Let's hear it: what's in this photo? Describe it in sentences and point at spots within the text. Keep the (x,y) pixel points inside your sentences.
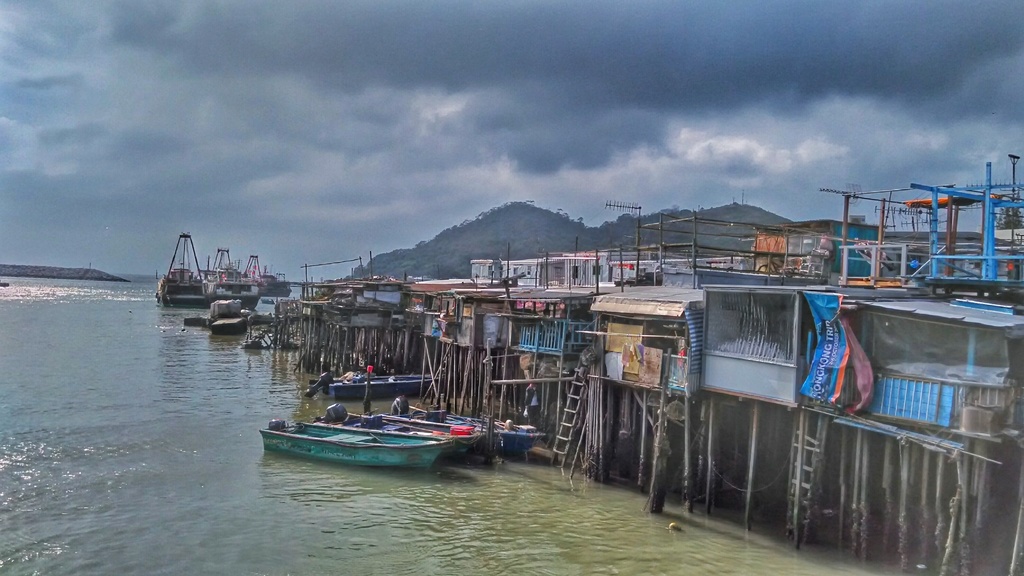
In this image I can see water (255,370), boats (223,296), wooden sticks (382,356), ladders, stores (873,345), banners (818,348), mountains (445,242), cloudy sky (352,180) and objects (936,202).
